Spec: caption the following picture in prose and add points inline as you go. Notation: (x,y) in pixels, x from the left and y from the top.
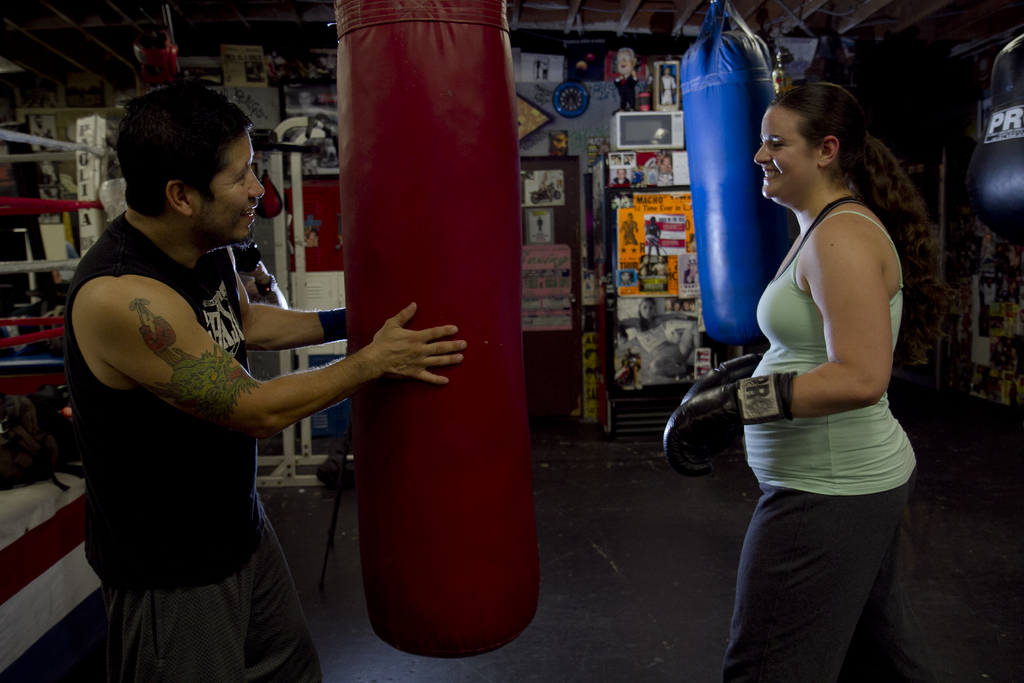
In the image there is a woman (811,415), she is wearing gloves (687,423) and in front of the woman (848,410) a man (100,347) is holding a punching bag (367,121). Behind them there are many posters (657,315) and objects (291,243) kept in front of a wall (922,132).
